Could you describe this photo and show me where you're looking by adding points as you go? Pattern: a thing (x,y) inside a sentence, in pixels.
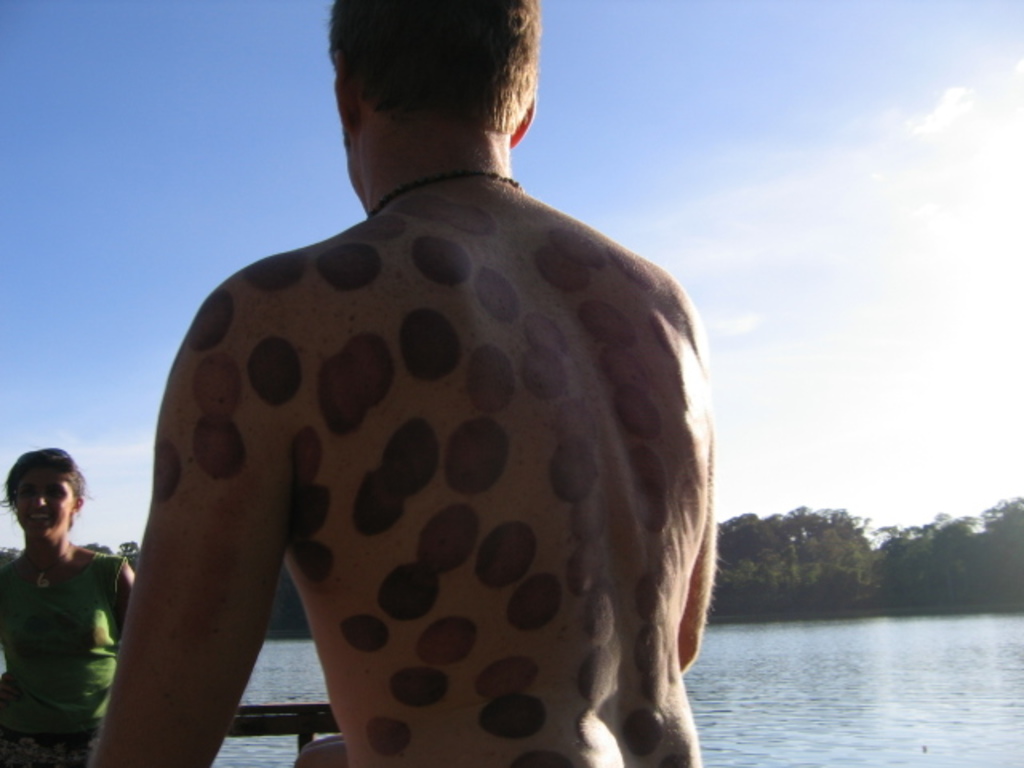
In this image there is a man (413,484) standing on the bridge (265,729). There are round marks (460,433) all over his back (528,382). On the left side (53,590) there is a girl (42,587) who is smiling. She is also standing on the bridge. At the bottom (783,700) there is water (850,696). In the background (861,536) there are trees (847,537). At the top (683,130) there is the sky (663,219).
